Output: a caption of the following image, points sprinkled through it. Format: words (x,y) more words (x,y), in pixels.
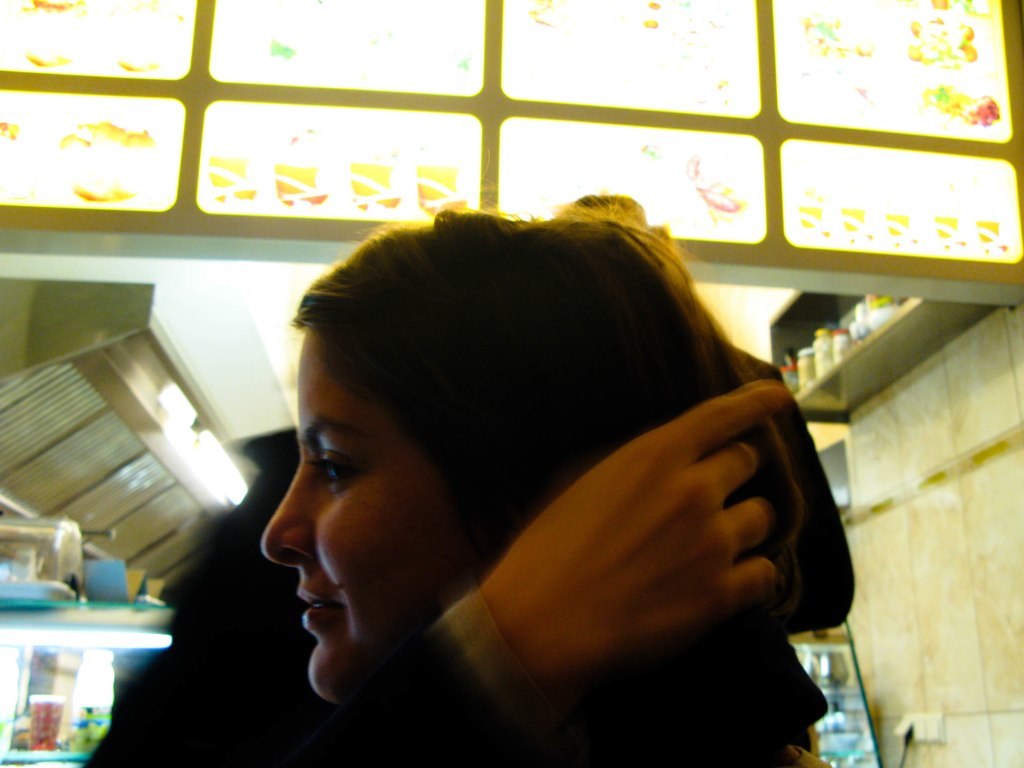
In this image we can see a person (400,614). On the right side (976,582), we can see a wall (928,700) and few objects (823,346) on a shelf (845,367). On the left side (19,682), we can see few objects (61,523) through a glass object (22,735). At the top (295,133) we can see menu boards (284,58).
